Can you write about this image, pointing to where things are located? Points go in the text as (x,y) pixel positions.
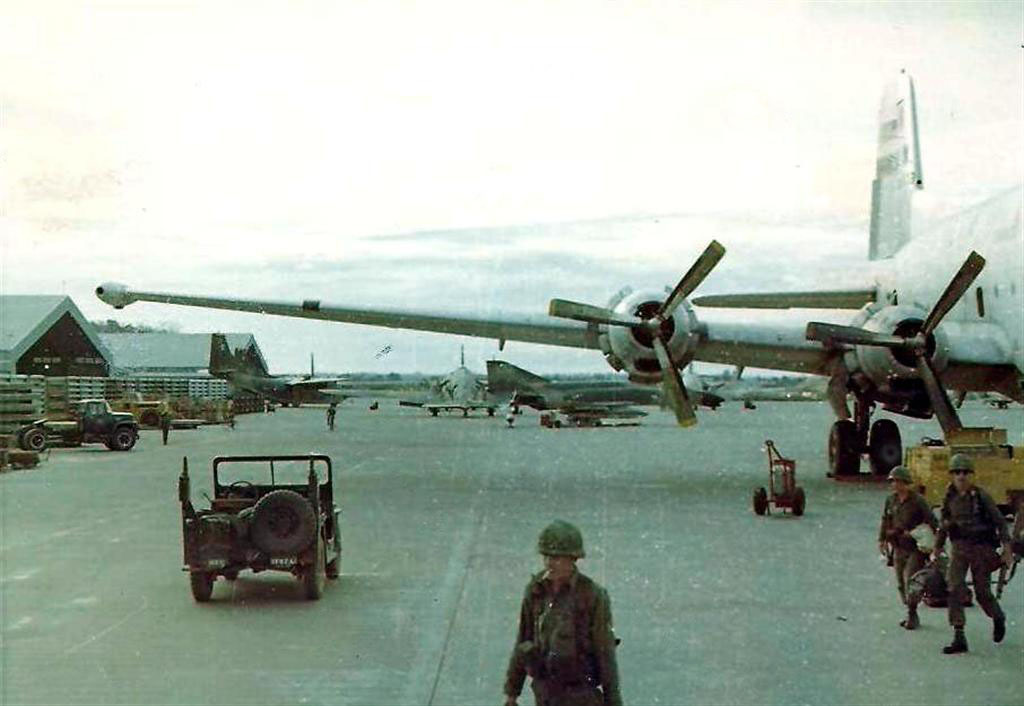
In this image there are vehicles (232,470), buildings (55,366) and on the right side (889,324) there is an airplane (769,325). In the background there are trees (338,379), at the bottom (392,636) there is walkway (763,568) and some people (964,506) are walking and they are wearing helmets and also there are objects (135,387), at the top (378,221) there is sky (493,256).
